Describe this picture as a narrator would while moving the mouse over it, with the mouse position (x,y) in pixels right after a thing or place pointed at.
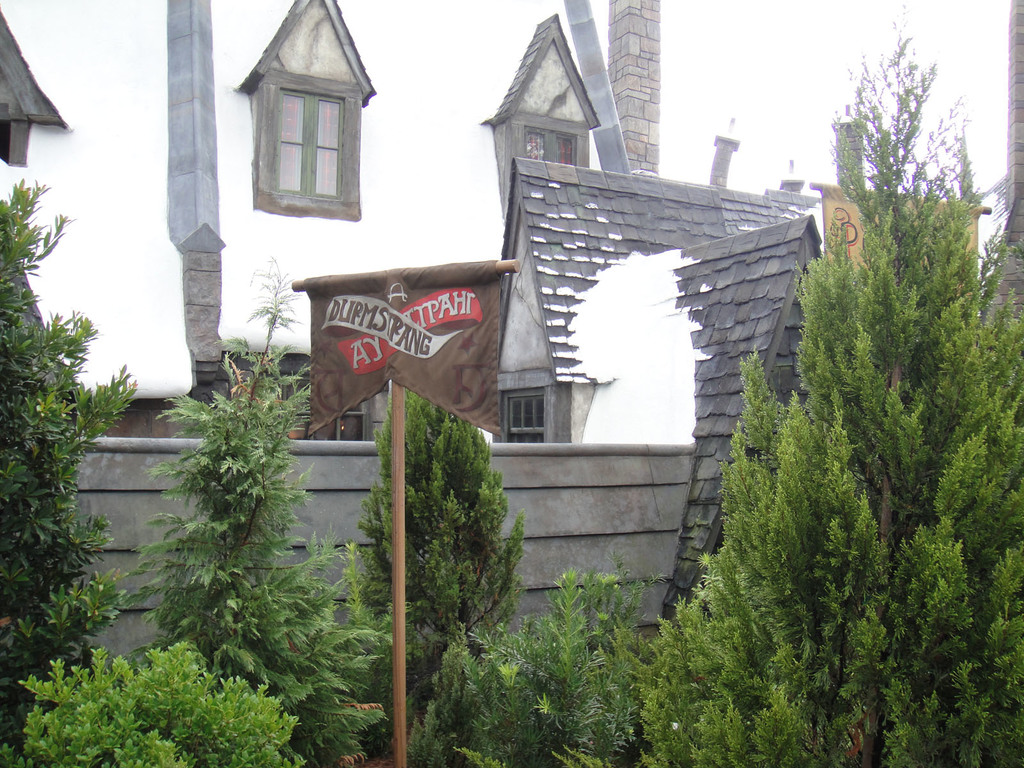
In the background (386,85) we can see a building (486,186), windows (314,135). In this picture we can see the wall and a pole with brown cloth (383,342), something is written. In this picture we can see the plants (658,708) and trees (495,606).
